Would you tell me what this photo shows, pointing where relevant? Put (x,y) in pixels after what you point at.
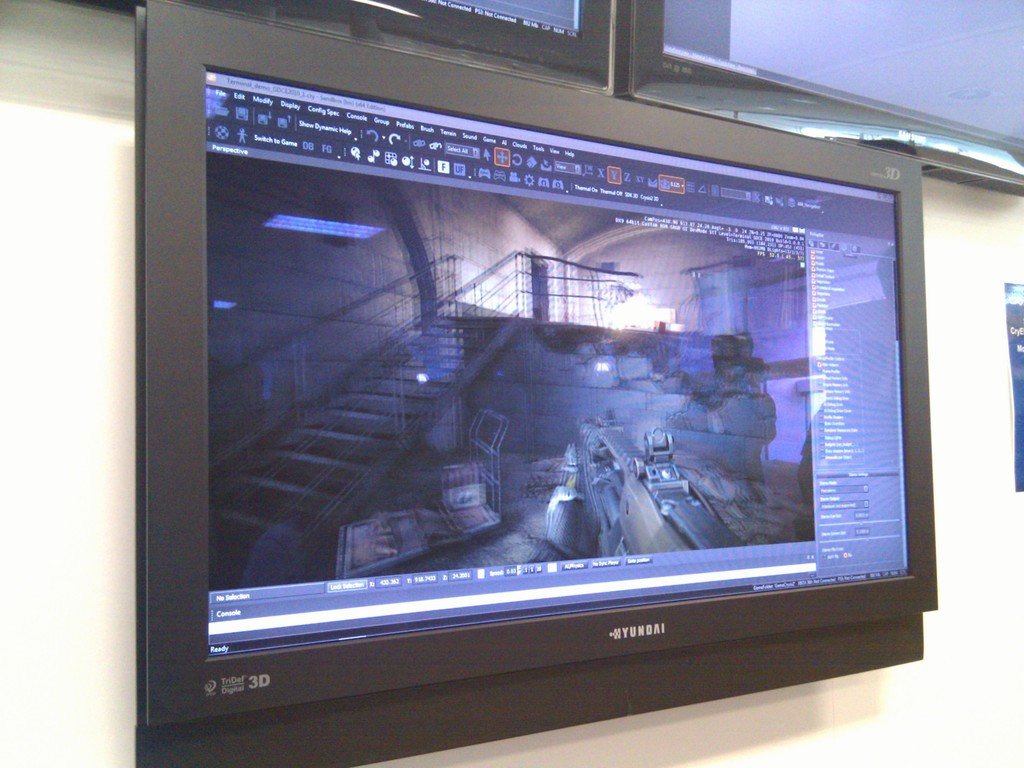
As we can see in the image there is a television (476,414) and a white color wall (971,412).
